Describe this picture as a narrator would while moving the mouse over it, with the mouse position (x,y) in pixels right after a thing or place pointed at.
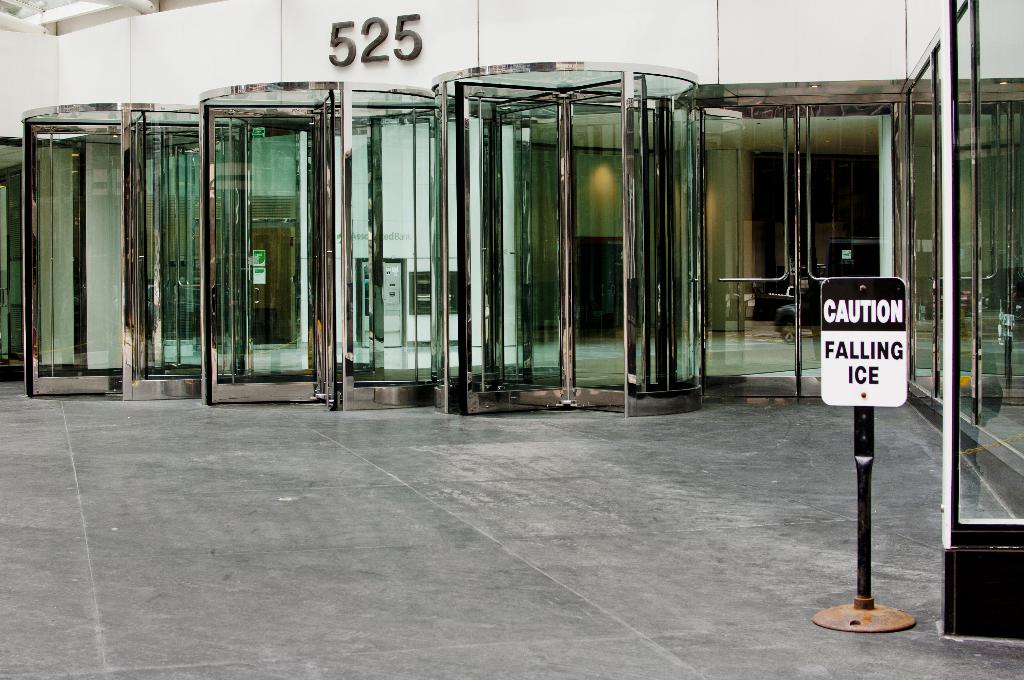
In this image we can see building (536,212), floor (204,487), sign board (863,353) and walls (197,66).
